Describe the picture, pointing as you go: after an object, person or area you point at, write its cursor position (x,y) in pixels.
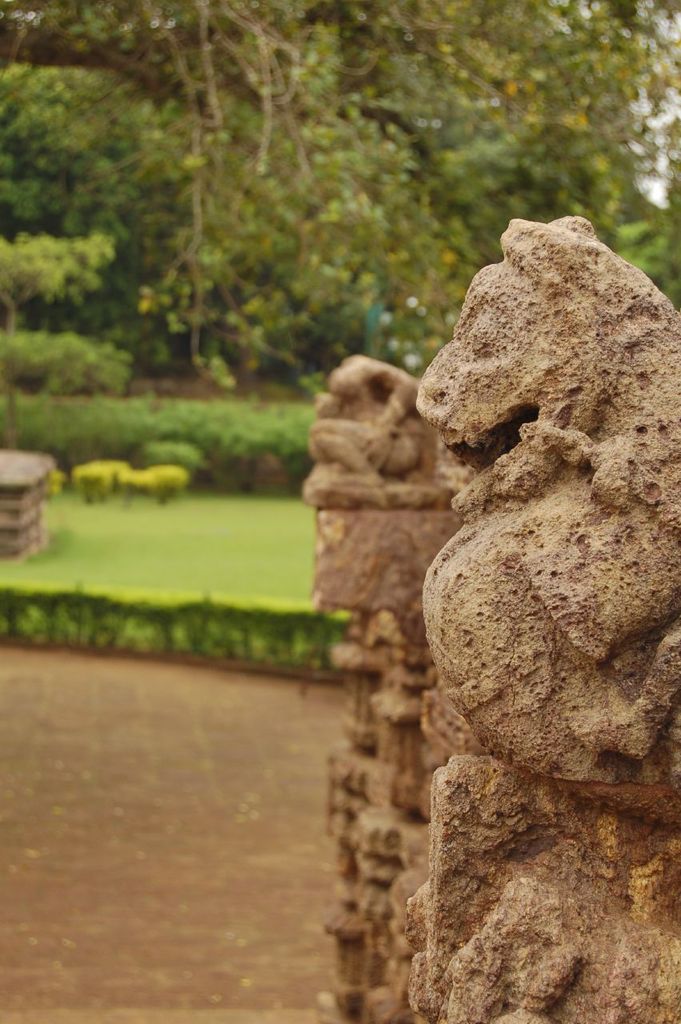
In this image there are so many sculptures (605,872) made of stones (338,608), beside them there is a grass (90,568), plants (11,365) and trees (499,143).
